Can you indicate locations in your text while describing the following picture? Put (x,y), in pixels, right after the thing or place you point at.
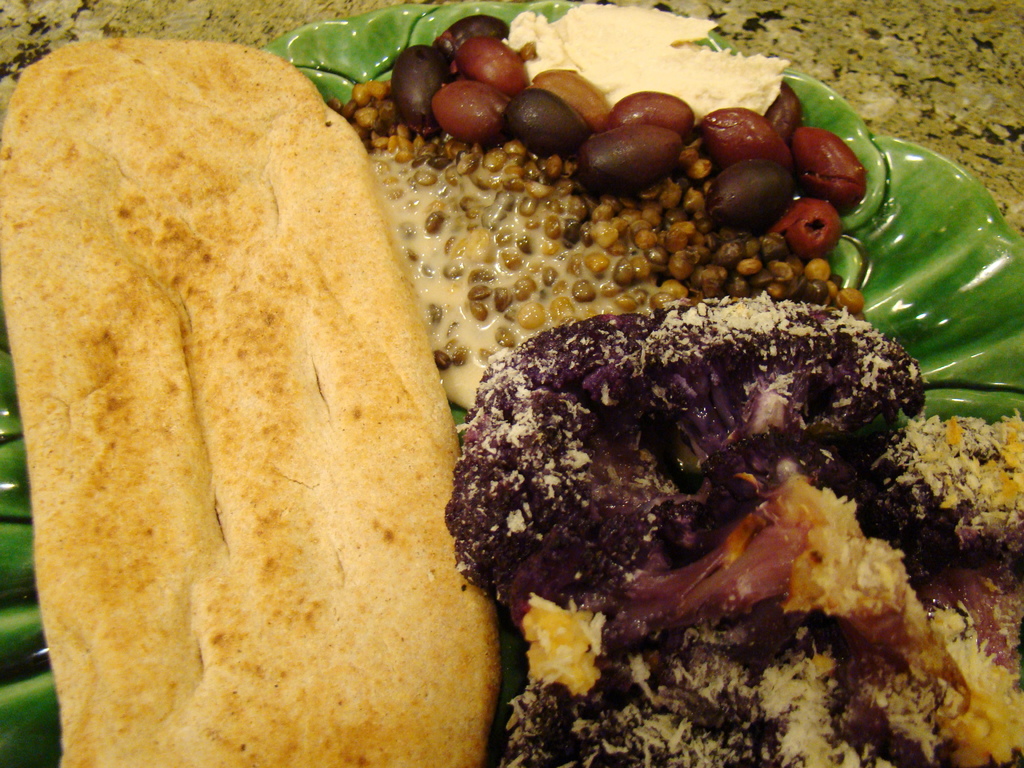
Here we can see food items (499,533) on the green plate (984,361). Top of the image (978,124), we can see the surface (970,150).
